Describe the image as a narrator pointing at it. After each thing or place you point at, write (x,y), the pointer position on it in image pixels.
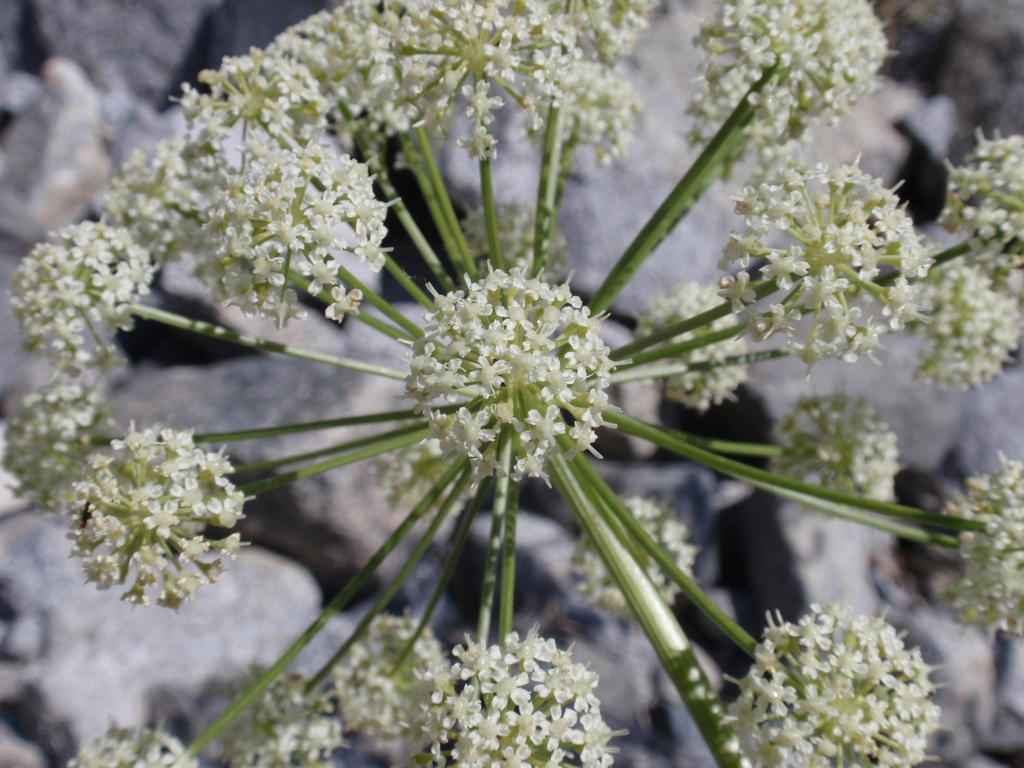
In this picture we can see some flowers (555,53) in the front (355,170), at the bottom (244,623) there are some stones (150,41).
